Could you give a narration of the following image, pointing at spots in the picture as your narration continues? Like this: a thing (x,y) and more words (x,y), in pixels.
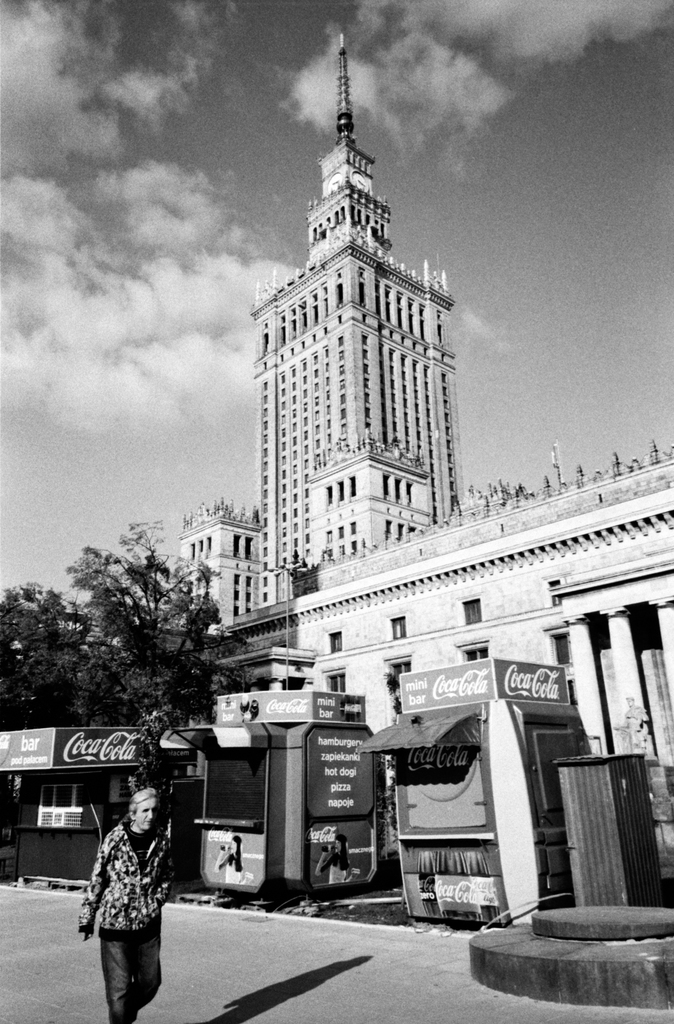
At the bottom of this image (120,845), there is a person (112,858) walking on the road (164,1023). On the right side (505,832), there are shops (482,688), which are having the boards (509,681). In the background (581,712), there are buildings (333,325), which are having windows (297,432), there are trees (161,646) and there are clouds (227,255) in the sky (647,140).
